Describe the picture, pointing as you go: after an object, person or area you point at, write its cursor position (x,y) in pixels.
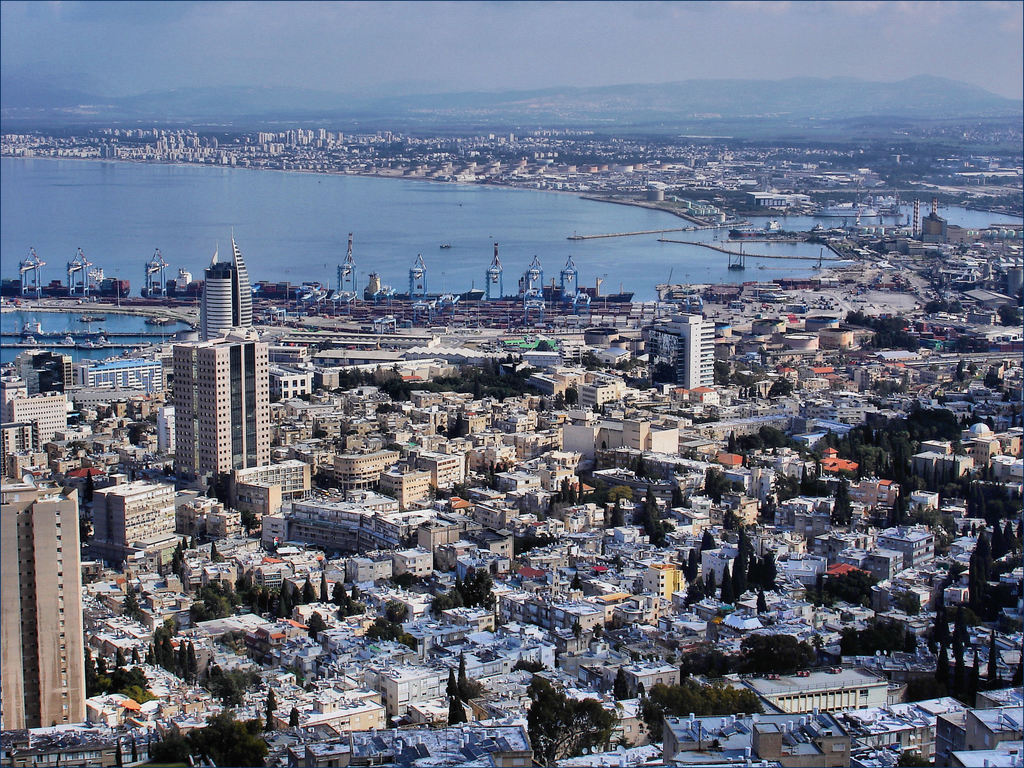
In this image there is the sky (825,54) truncated towards the top of the image (182,27), there are mountains (429,109) truncated, there is a sea (147,210) truncated towards the left of the image (24,180), there are buildings (260,431), there are trees (986,570), there are buildings (802,412) truncated towards the right of the image (864,376), there are buildings (97,740) truncated towards the bottom of the image (694,738), there are buildings (46,490) truncated towards the left of the image (67,500), there are objects (78,288).
